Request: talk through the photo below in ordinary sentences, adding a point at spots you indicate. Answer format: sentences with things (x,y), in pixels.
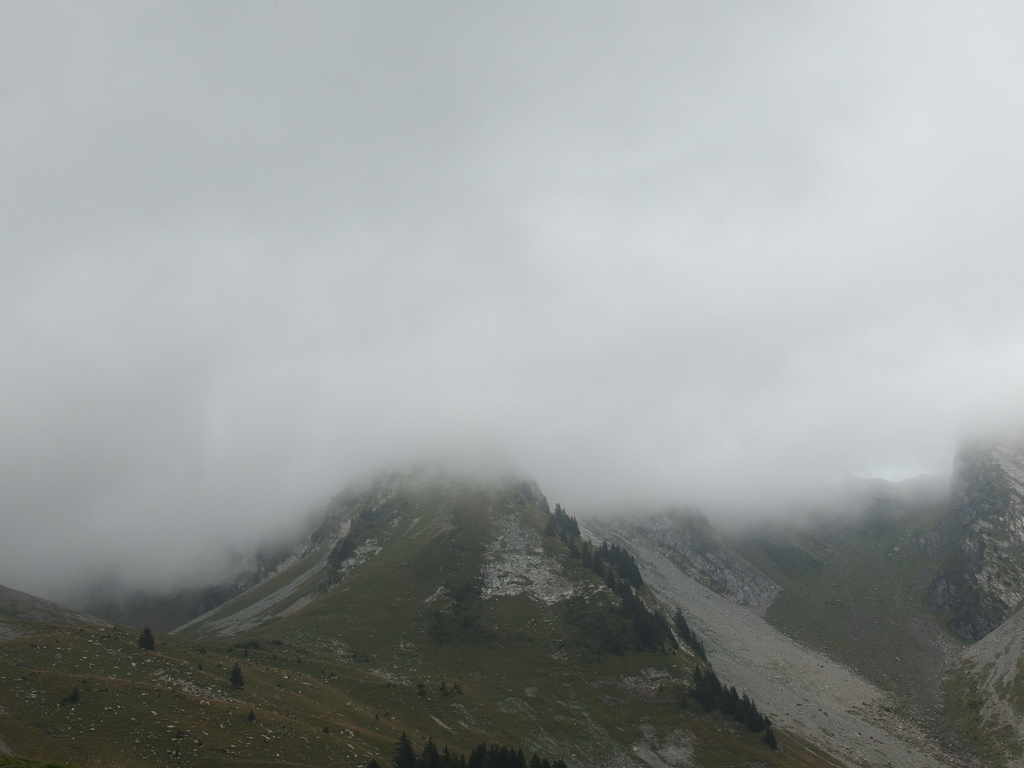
In this picture I can observe hills (259,650). There are some trees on the hills (669,596). I can observe fog (240,396).
